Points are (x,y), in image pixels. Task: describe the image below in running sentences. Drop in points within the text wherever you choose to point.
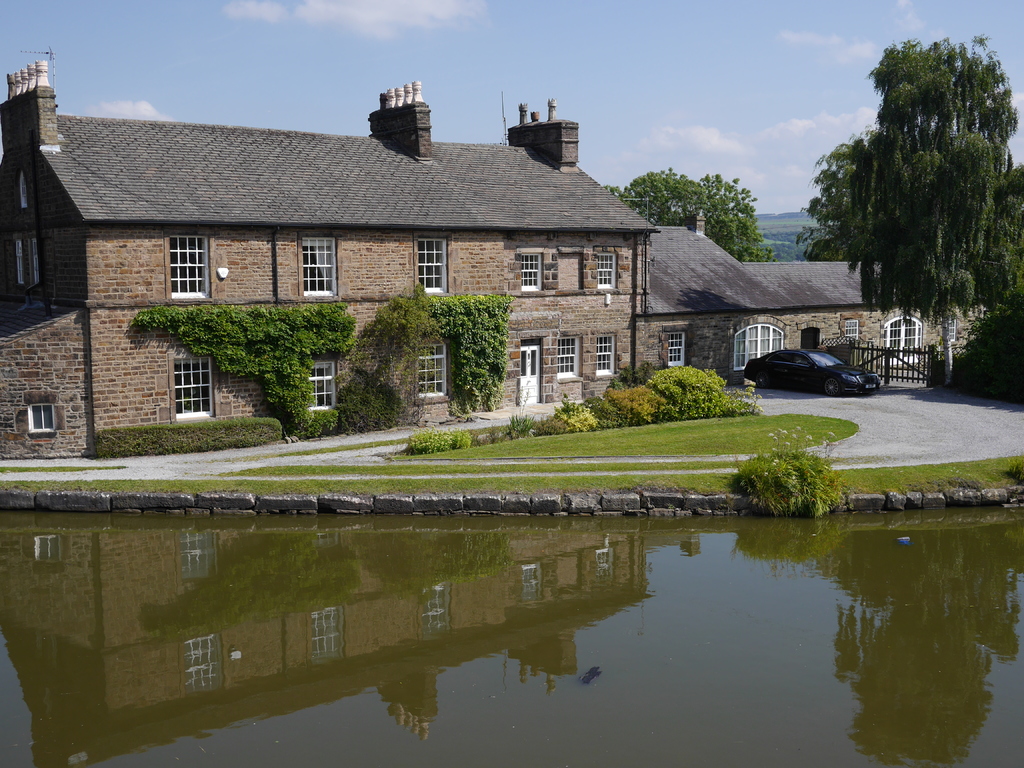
In this image, we can see some plants (707,377) and trees (951,228). There is a building (552,270) in the middle of the image (550,286). There is a lake (559,716) at the bottom of the image (567,700). There is a car (796,353) in front of the gate (892,365). There is a sky (647,55) at the top of the image (601,51).
